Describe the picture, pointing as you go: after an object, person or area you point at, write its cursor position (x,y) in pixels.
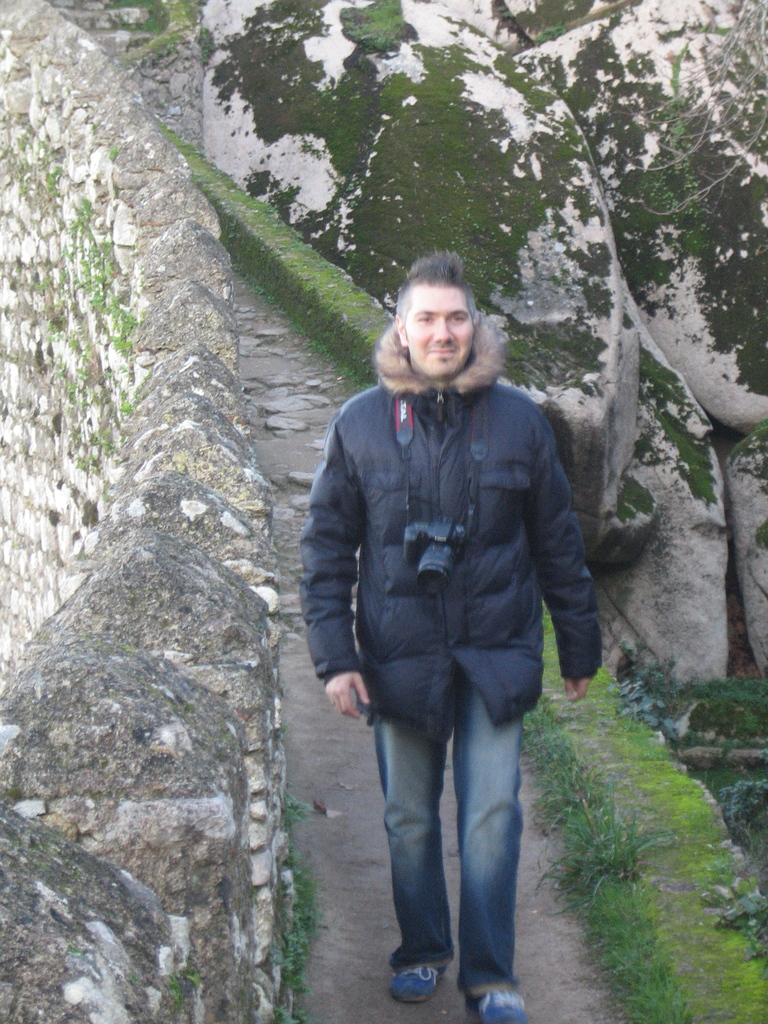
In this image we can see a person (538,685) and there is grass (727,882). In the background (149,315) there is a wall (146,171) and we can see rocks (641,342).
